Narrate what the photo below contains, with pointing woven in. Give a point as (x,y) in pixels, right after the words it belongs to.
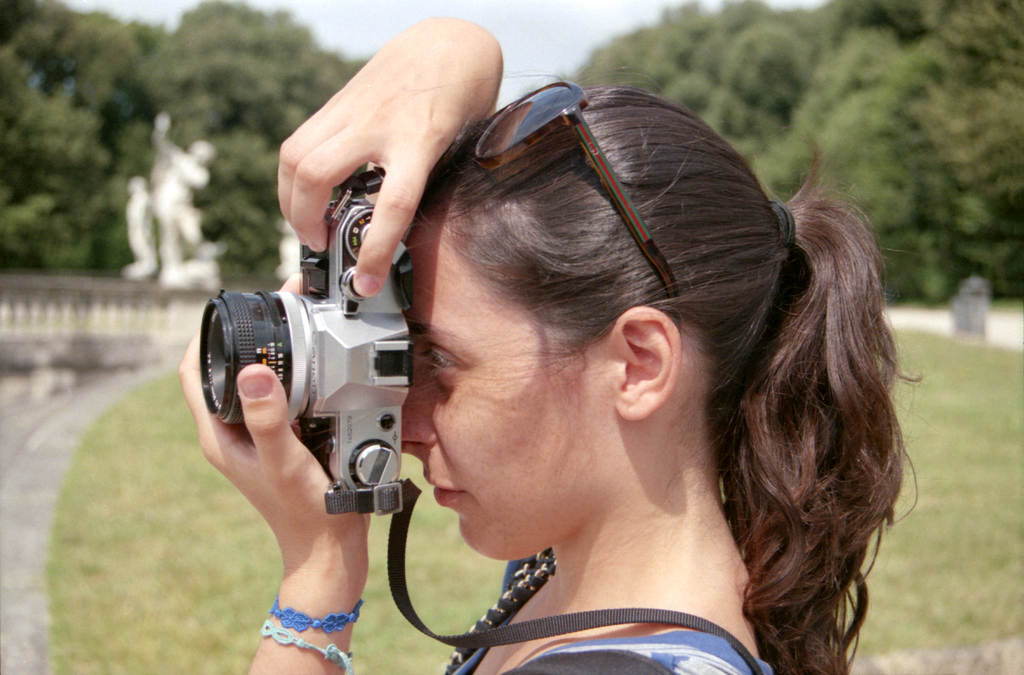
In the picture we can see a woman (460,497) standing holding a camera (337,388) and capturing something, in the background (77,471) we can see a grass (430,533), path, railing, and sculpture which is white in color and some trees (62,112) with sky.
